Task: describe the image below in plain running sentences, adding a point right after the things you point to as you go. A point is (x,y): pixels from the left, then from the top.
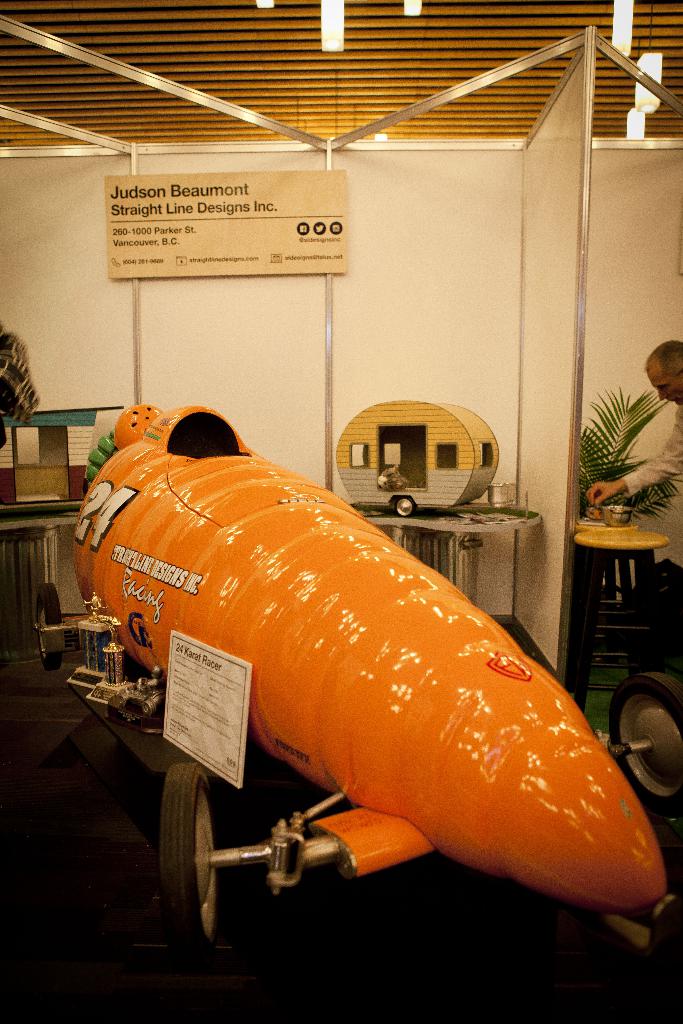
In this image, we can see a vehicle (413,561) which is colored orange. There is a board (315,234) on the wall (311,306). There is an object (456,433) in the middle of the image (355,447). There is a person (659,476), stool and plant (669,489) on the right side of the image (621,505).
